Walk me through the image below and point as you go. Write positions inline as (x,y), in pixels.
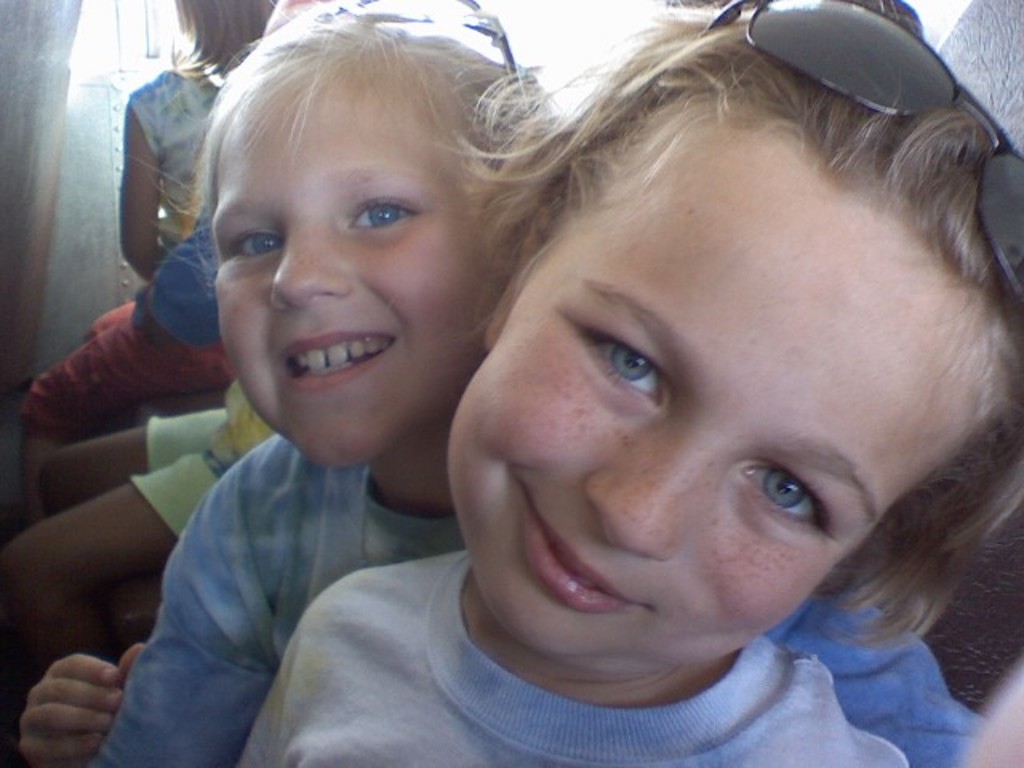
In this image I can see children's (568,130) and they are smiling and on the top of their head (395,44) I can see spectacle (898,68).
